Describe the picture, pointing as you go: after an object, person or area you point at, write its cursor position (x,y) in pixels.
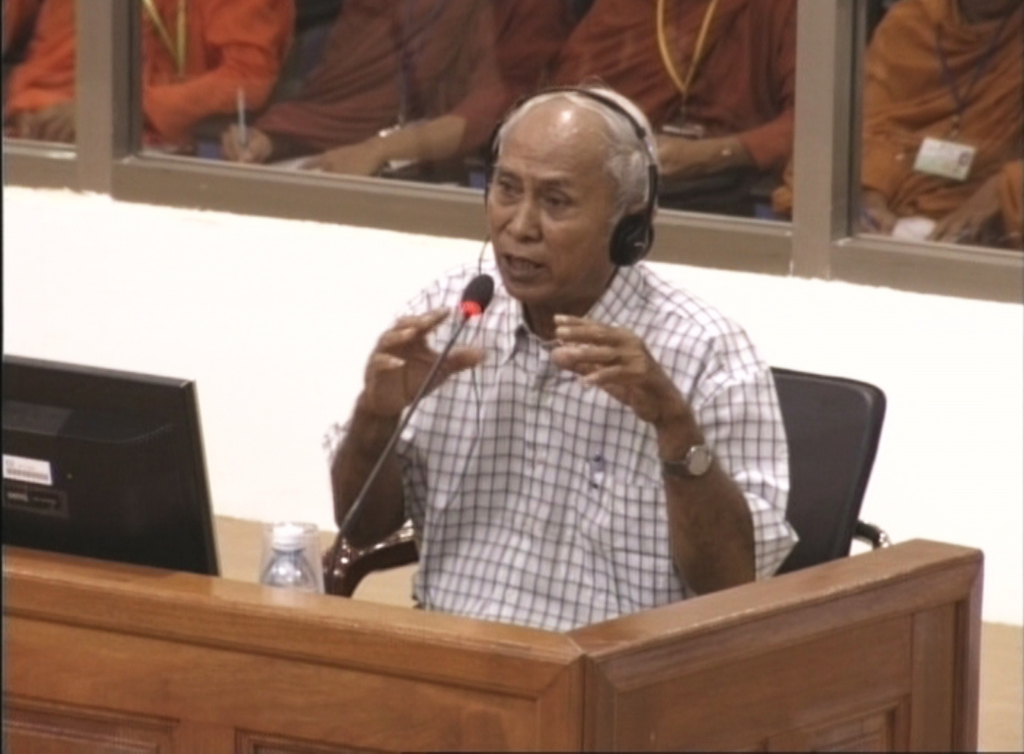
in this picture a person (567,299) is sitting on a chair (834,452) and it seems like talking, expressing. He is having a mic (387,449) in front of him and a water bottle (287,569) and a laptop screen (83,464). He is sitting on a black colored chair (857,478) at the back ground (651,32) i could see some persons (192,78) sitting and writing some thing on the papers (299,161) holding a pen (241,120). They are dressed in dark maroon and orange and brown in color.
